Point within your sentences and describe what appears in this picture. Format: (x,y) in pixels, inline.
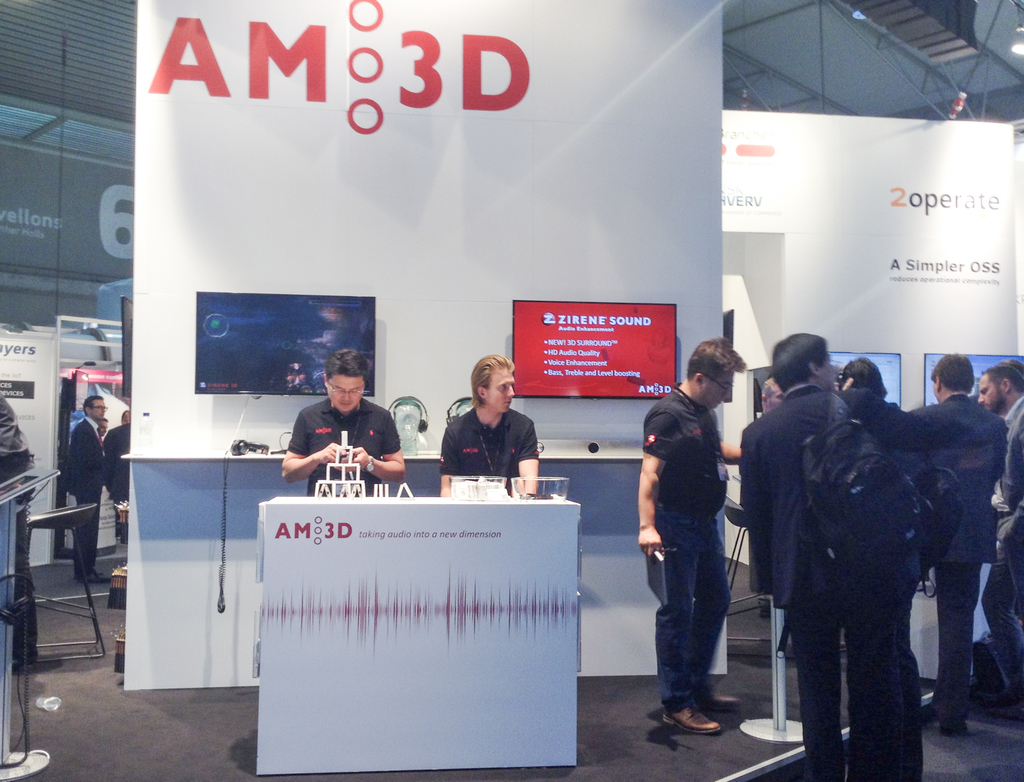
In this picture I can see the televisions (557,377), in the background (359,227) it looks like the board (489,167), on the right side (705,401) few persons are standing, I can see few persons (115,437) on the left side (109,448). In the top right hand side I can see the light (1019,46).
